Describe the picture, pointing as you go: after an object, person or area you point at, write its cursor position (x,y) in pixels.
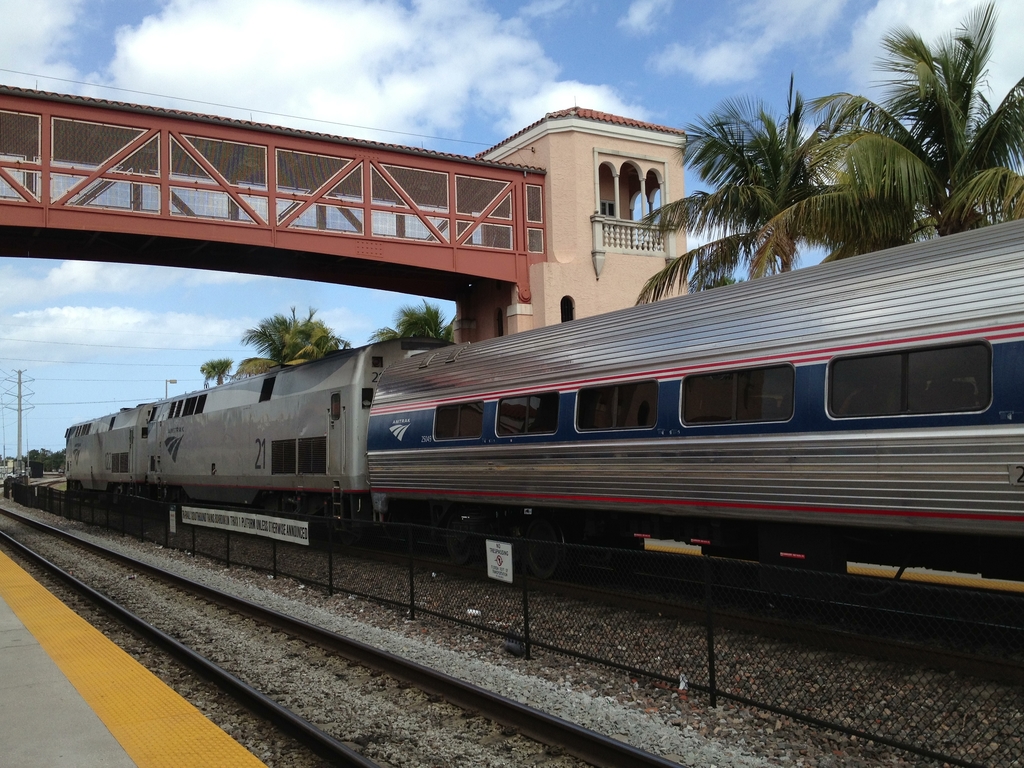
In the image there is a train (745,513) on the track (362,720) with trees (327,340) behind it and a foot over bridge (187,206) above it and over the top it's sky (455,80) with clouds (335,128).
